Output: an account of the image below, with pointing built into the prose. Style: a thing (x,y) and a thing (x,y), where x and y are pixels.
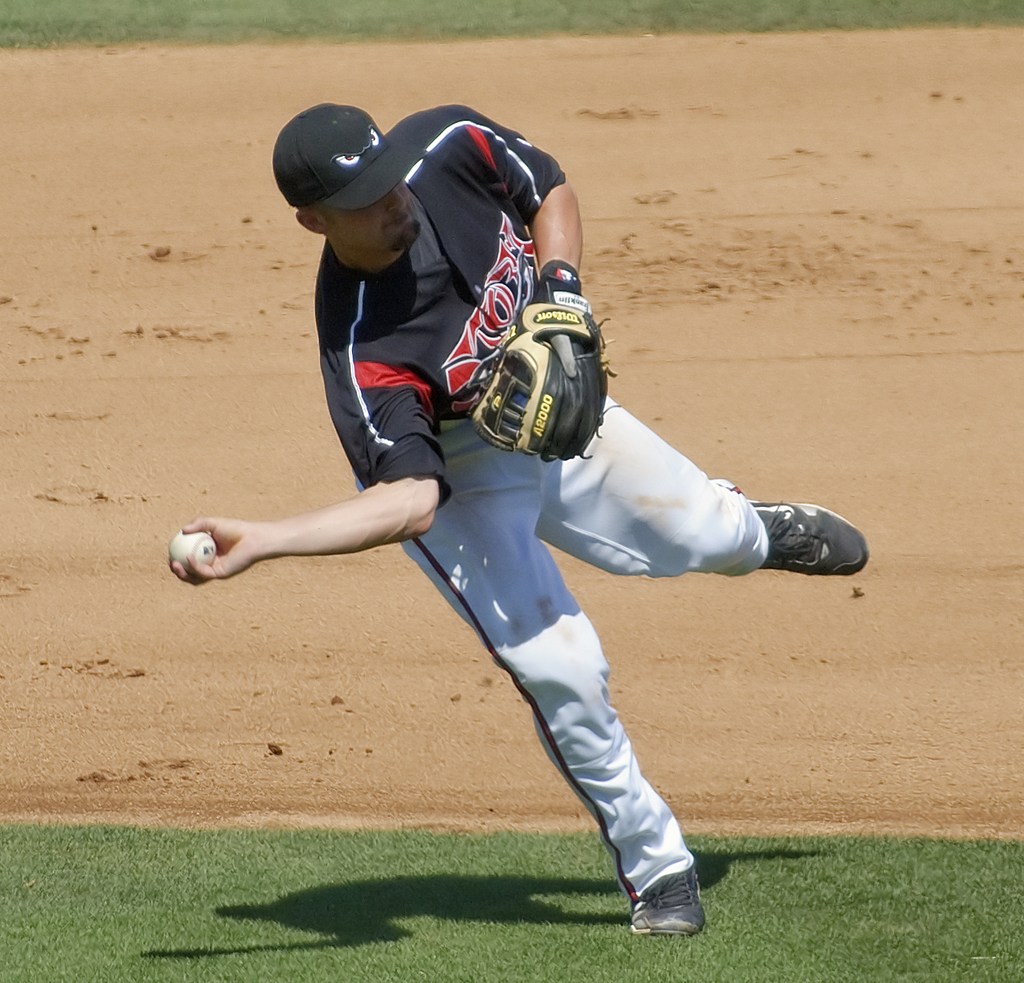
In the middle of the image (562,512), there is a person (519,305) in black color t-shirt (462,186), wearing a black color cap (353,131) and a glove (532,418), holding a white color ball (206,537) with one hand (238,558) and running on the ground (716,904), on which there is grass (56,893). In the ground (875,310), there is dry land (438,93) and there's grass (32,14) on the ground (200,28).
